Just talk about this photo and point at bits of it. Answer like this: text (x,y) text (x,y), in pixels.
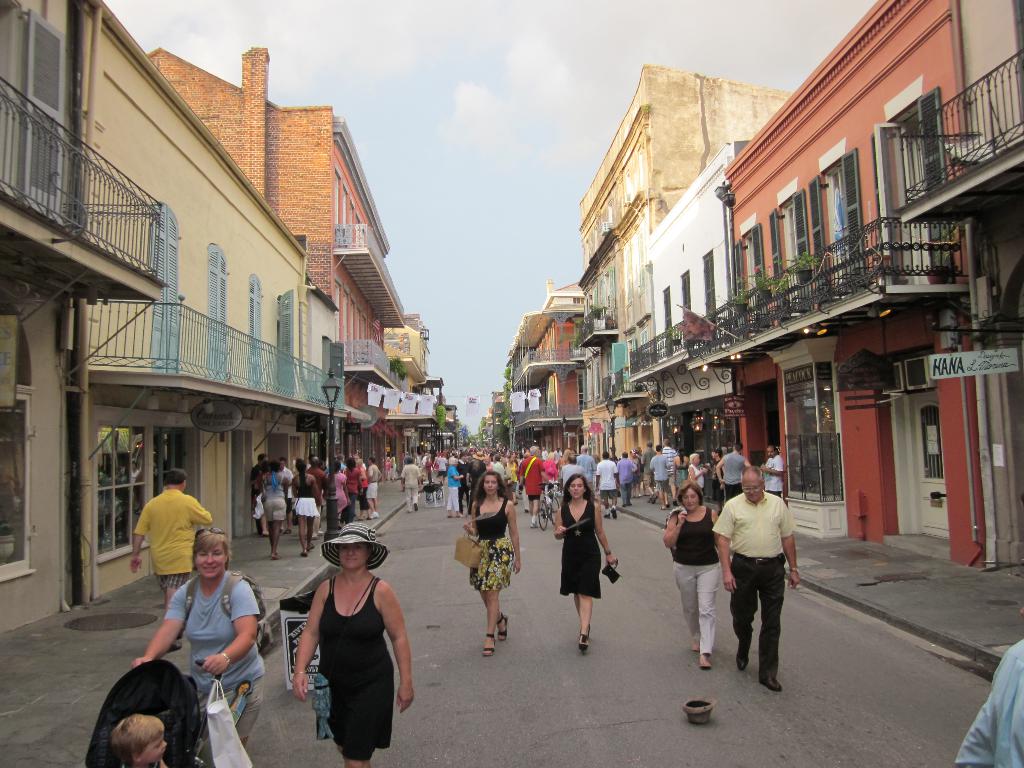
In the center of the image (341,501) we can see some people (481,456) are walking on the road (837,702) and some of them are carrying the bags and some of them are holding the bicycles (547,488). At the bottom of the image (379,711) we can a lady (377,666) is wearing a hat (372,561) and another lady (241,663) is holding a baby trolley (193,691). In the background of the image (315,409) we can see the buildings (932,163), balconies (765,311), windows (800,487), boards (318,423), pots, plants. At the top of the image (587,155) we can see the sky (545,160).
